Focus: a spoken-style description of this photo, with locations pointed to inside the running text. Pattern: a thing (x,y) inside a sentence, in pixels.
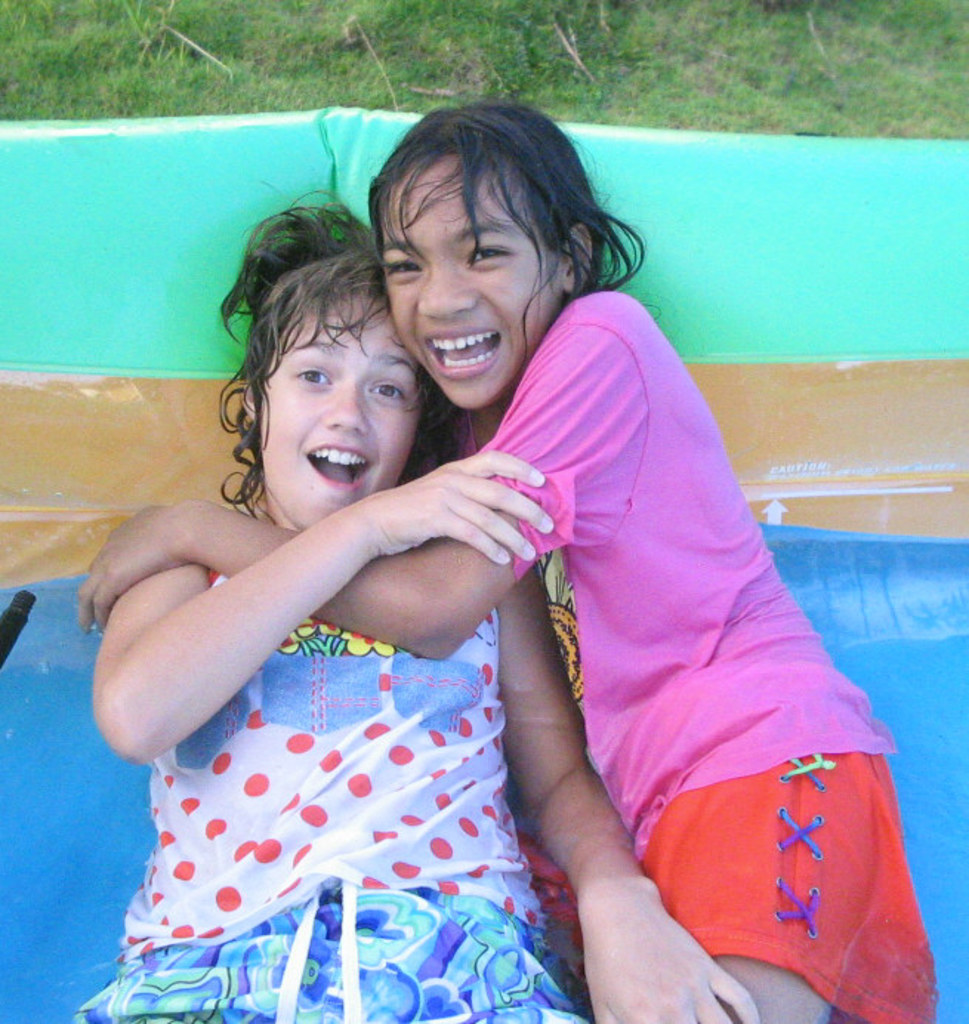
In the center of the image (458,467) we can see two girls (520,620) are lying on water slide (191,444). At the top of the image (322,59) we can see some grass (506,52).
